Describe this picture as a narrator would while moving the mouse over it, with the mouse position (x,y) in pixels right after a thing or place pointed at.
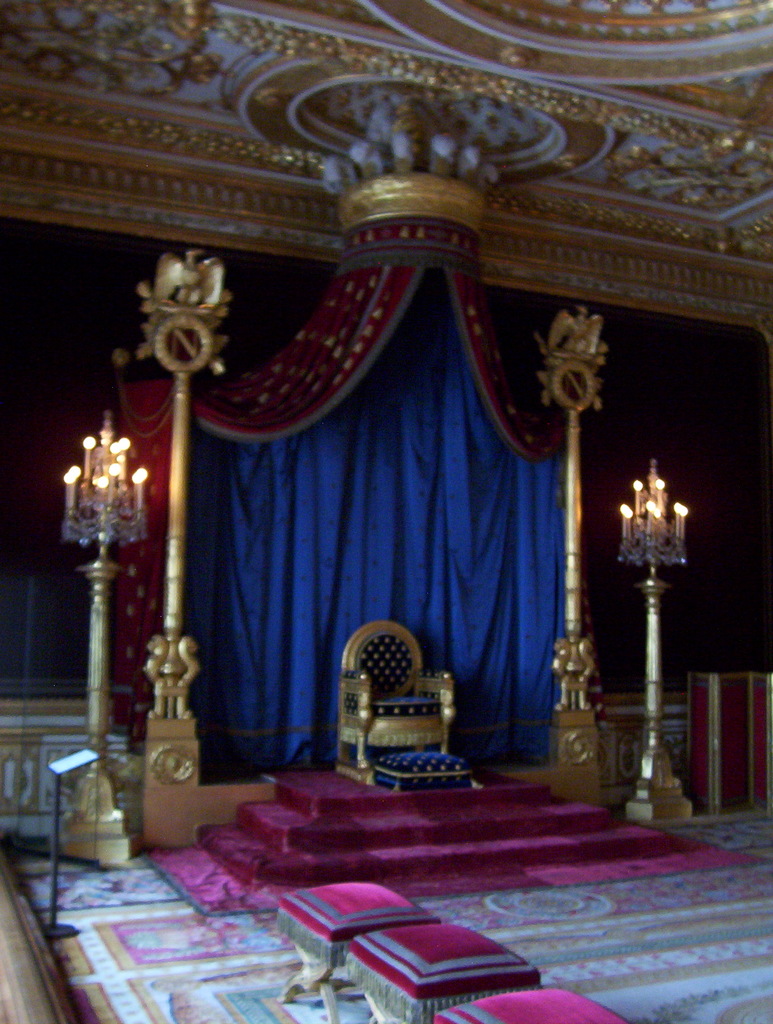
In this picture there is a chair (407,660) and there are pink color table (444,946) and pink color staircase (376,815) and two candle stands (102,502) and on stands (91,502) there are candles (102,477) and blue color curtain (375,448) and colorful roof (635,134) visible in the middle (432,401).
